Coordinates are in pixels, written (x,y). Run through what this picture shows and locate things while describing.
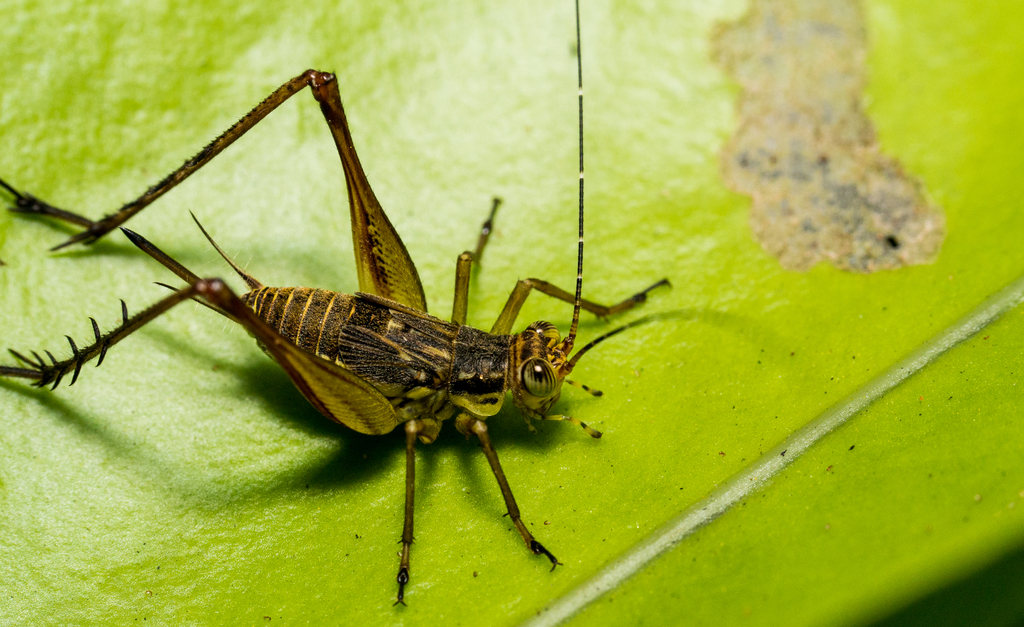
In this picture there is an insect (503,328) which is standing on the green leaf (668,505).
